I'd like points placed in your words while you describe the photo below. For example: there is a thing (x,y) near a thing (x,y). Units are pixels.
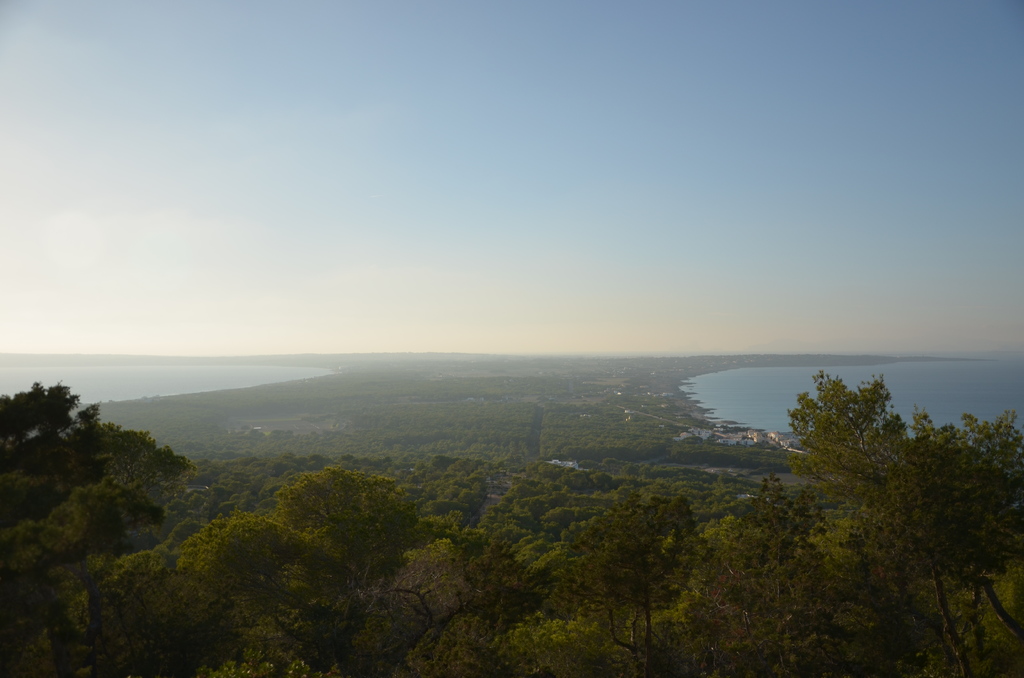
In this picture we can see few trees (821,391) and water (912,373).
